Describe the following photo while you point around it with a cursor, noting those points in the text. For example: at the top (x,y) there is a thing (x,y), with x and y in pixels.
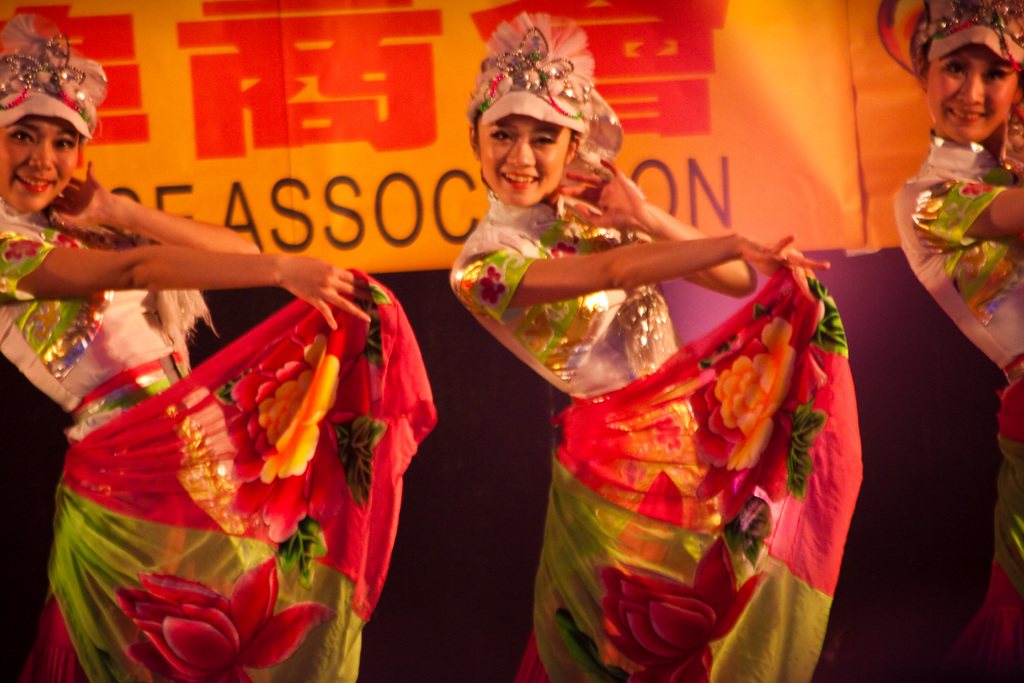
In this image, we can see some girls (121,251) performing dance.
